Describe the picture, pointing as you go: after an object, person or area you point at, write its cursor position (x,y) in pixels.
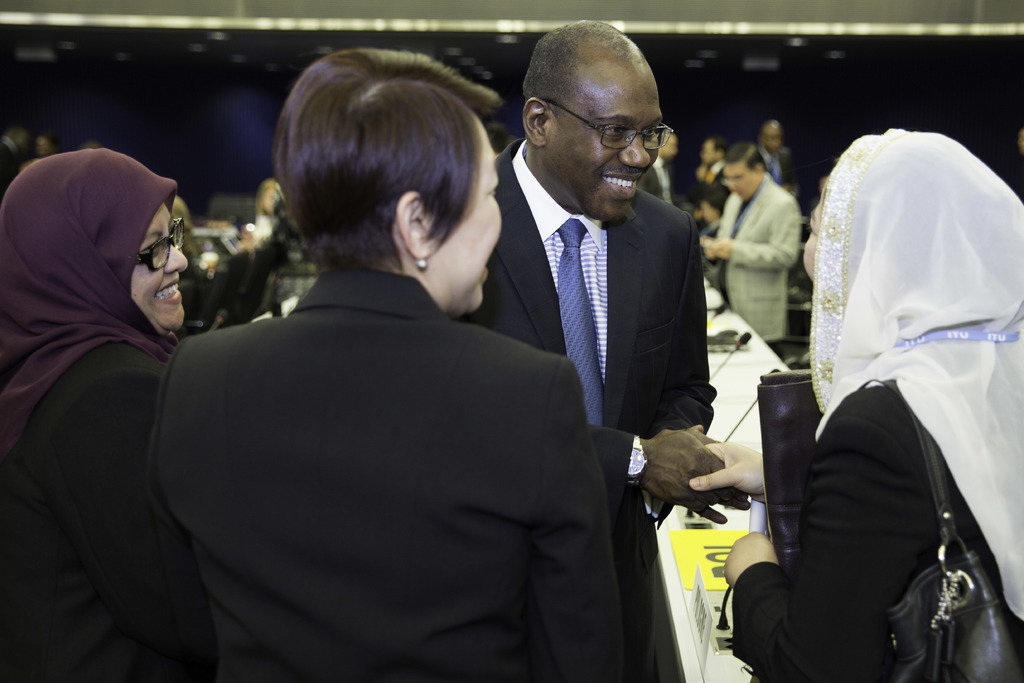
In this image there are a few people (493,373) standing with a smile on their face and there are other few people (696,182) standing behind them, there is a table (747,380) with a mic (720,312) and a few other objects (721,570) on it.
